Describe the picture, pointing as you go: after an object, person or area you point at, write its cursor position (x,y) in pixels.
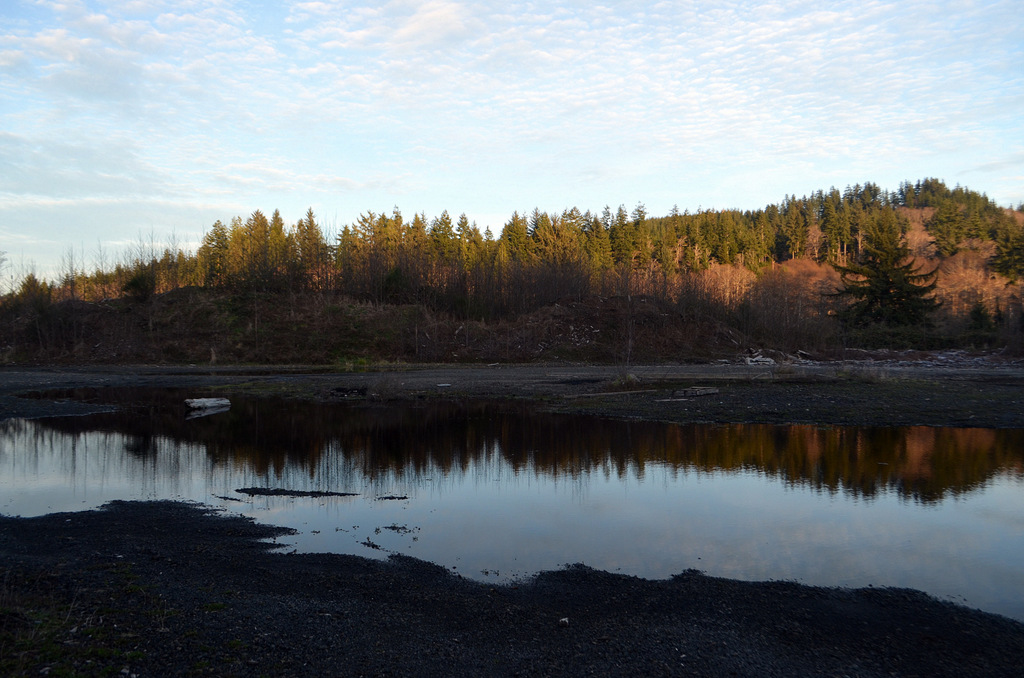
In this picture I can see the water (545,464) in the foreground (450,501). I can see trees (634,290) in the background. I can see clouds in the sky (491,108).
